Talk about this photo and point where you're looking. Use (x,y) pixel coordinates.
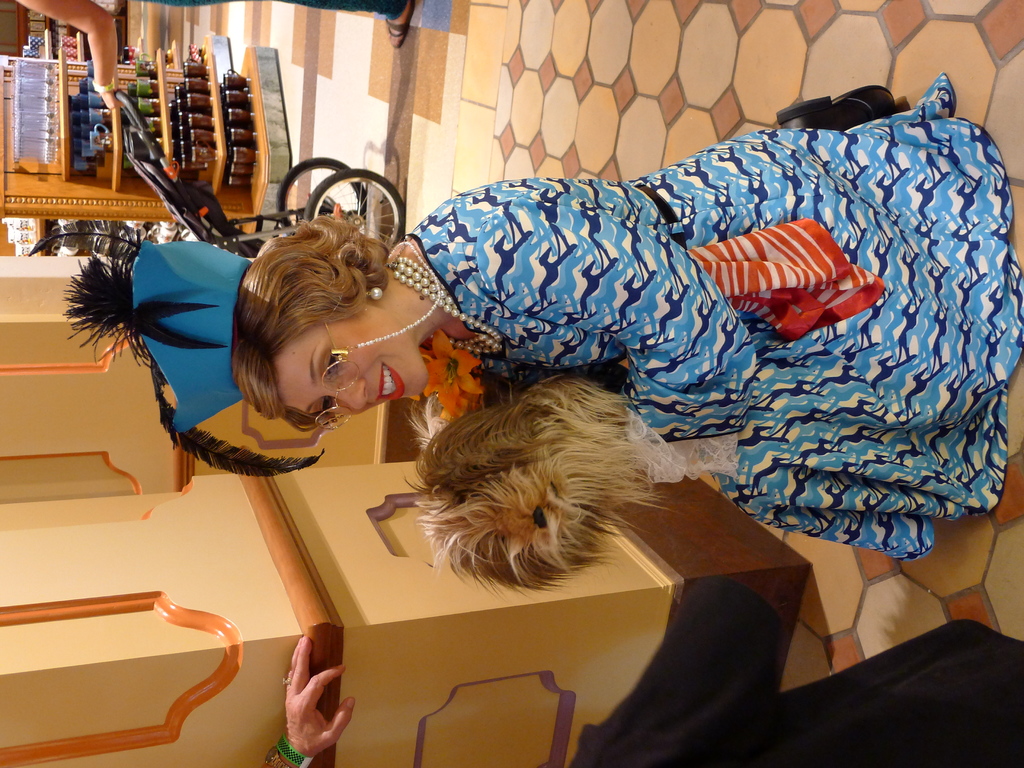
In this image, I can see a woman (722,350) sitting in a squat position and carrying a dog (598,514). At the top of the image (397,13), I can see another person (361,6) standing and holding a stroller (140,172). On the left side of the image (36,127), there are few objects (194,118) kept in a rack (219,122). At the bottom of the image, I can see a hand (344,712) of a person (302,743).
